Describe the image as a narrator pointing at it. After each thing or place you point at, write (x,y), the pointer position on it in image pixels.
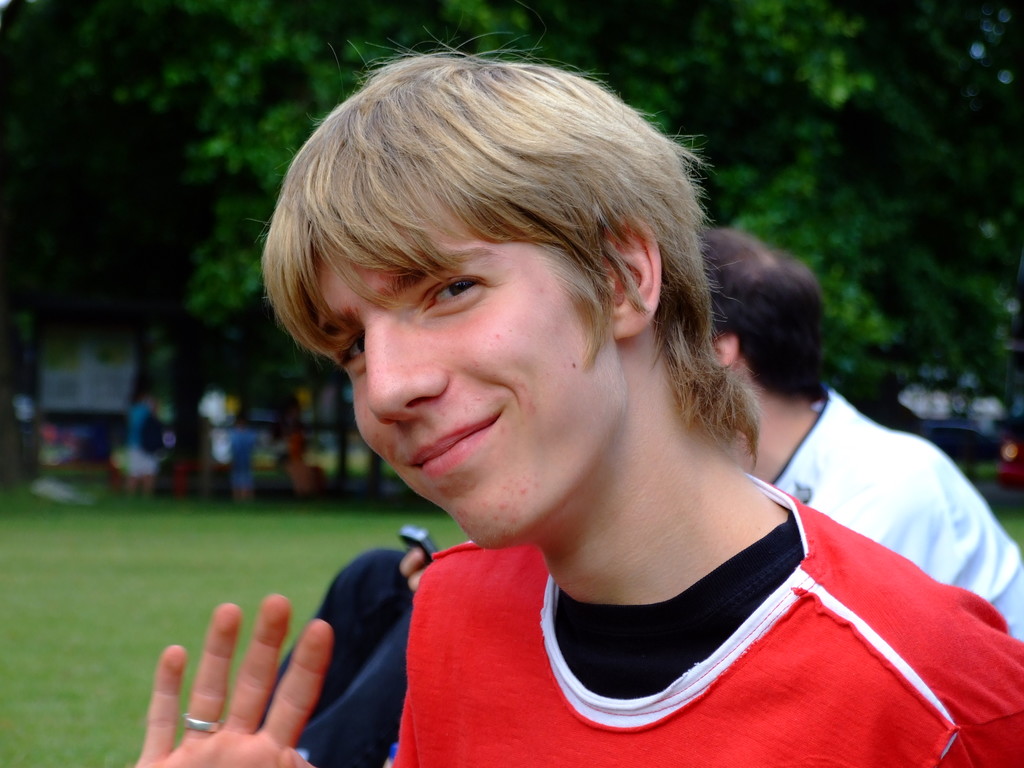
The boy (561,445) in black and red T-shirt (701,630) is smiling. I think he is waving his hand (302,697). Behind him, we see a man (802,487) in the white shirt (802,487) is sitting on the grass (146,633). Behind the boy (285,681), we see the hands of the man (367,632) wearing blue pant (282,667) is holding a mobile phone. In the background (301,438), we see people (153,470) standing. There are trees (787,214) in the background (888,339) and it is blurred in the background (249,452).
